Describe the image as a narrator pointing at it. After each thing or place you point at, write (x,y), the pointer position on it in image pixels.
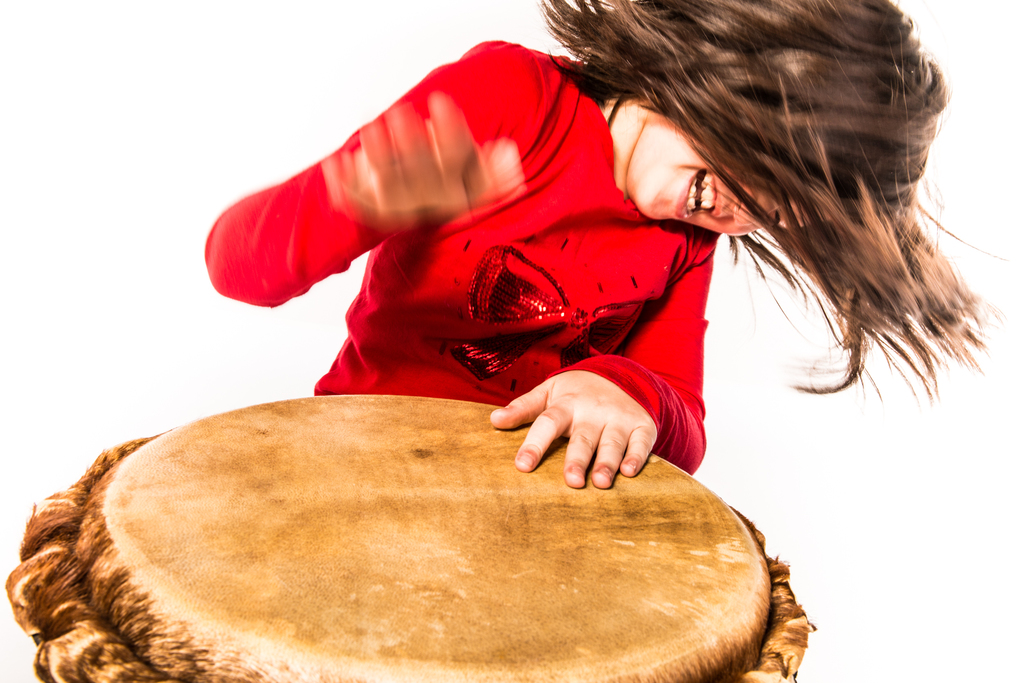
In this image i can see a person (566,231) wearing red t shirt (572,237) and a drum (451,494).
